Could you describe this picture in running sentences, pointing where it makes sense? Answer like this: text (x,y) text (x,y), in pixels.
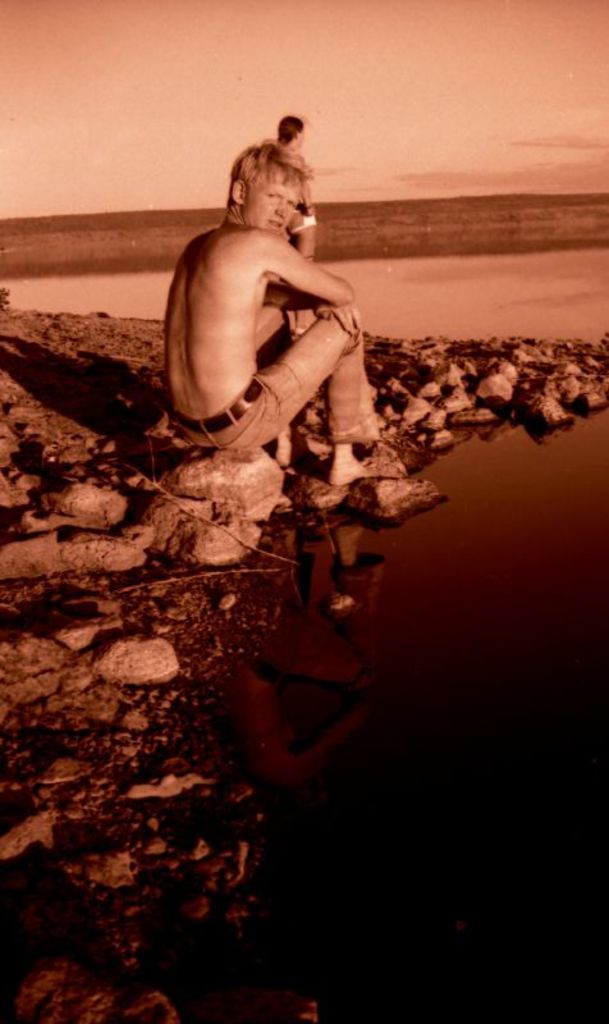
There is water (333,621). On the side of the water (357,694) there are rocks (135,660). And a person (349,371) is sitting on that. In the back (300,229) there is another person (309,211) standing. In the background (345,97) there is sky (453,136).
